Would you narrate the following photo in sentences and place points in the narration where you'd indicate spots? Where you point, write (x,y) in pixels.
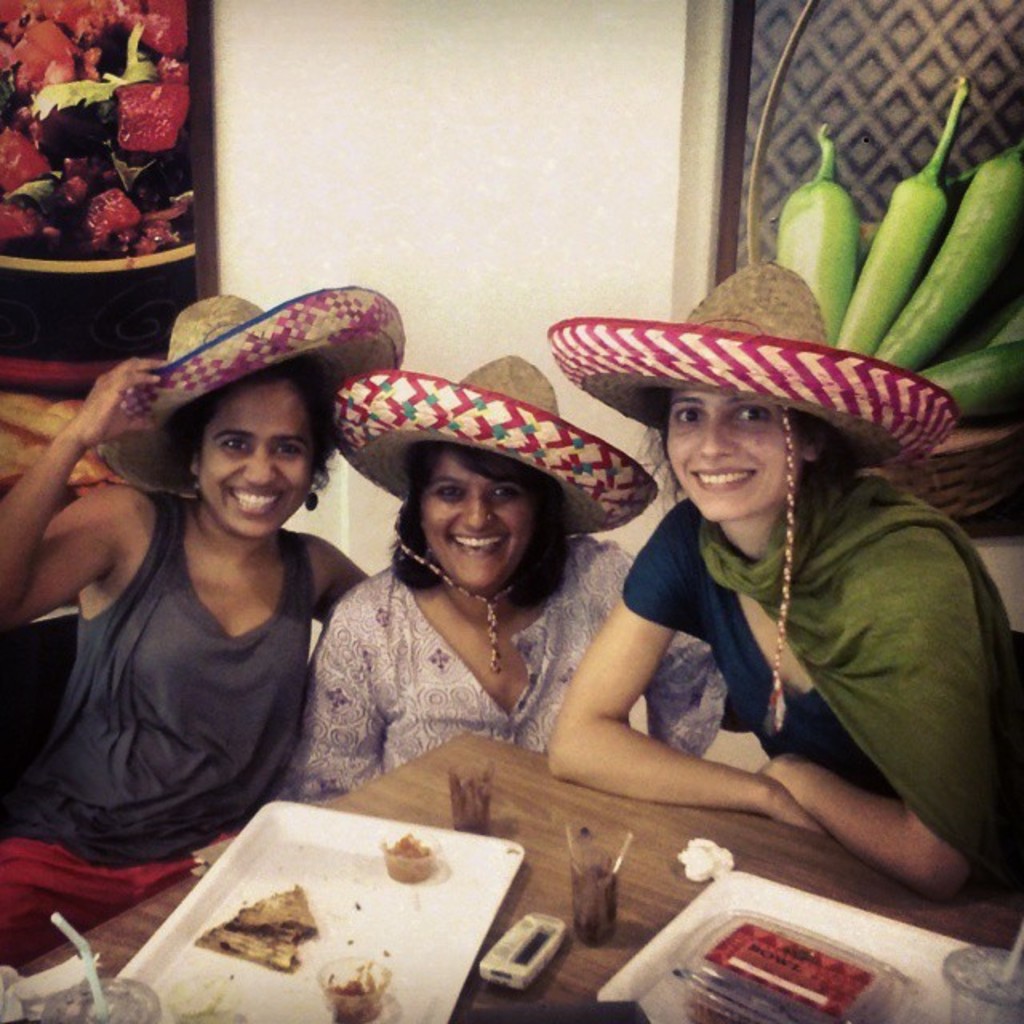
In this image I see 3 women (135,501) who are sitting and I see that all of them are smiling and wearing hats (379,325) on their heads (481,480) and I see a table (439,779) over here on which there are plates (179,977) and I see food (286,904) on them and I see the glasses (606,937). In the background (267,4) I see the wall (247,58) and I see the red color things (150,137) and green color things (817,195) on the sides.
